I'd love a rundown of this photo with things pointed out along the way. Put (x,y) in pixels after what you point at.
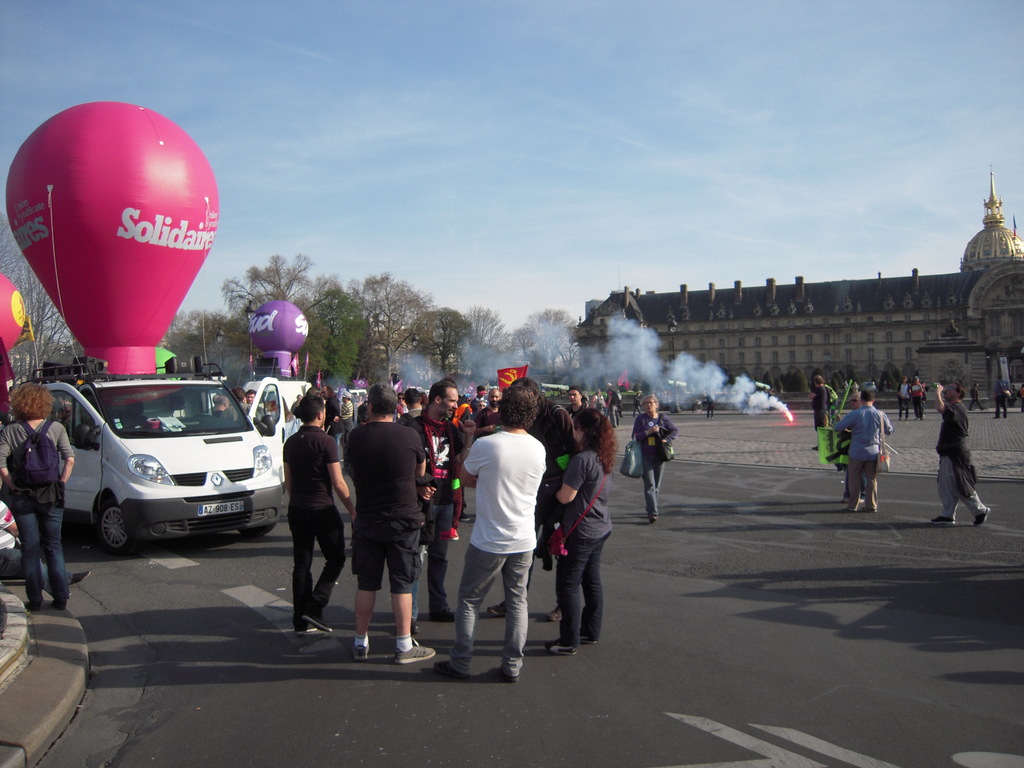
This picture shows a group of people (303,523) standing on the road (700,546), we see a building (973,300) and a blue sky (523,94) we see some trees (339,349) and a gas balloon (149,340) and a vehicle (78,370) parked on the road (253,542).
